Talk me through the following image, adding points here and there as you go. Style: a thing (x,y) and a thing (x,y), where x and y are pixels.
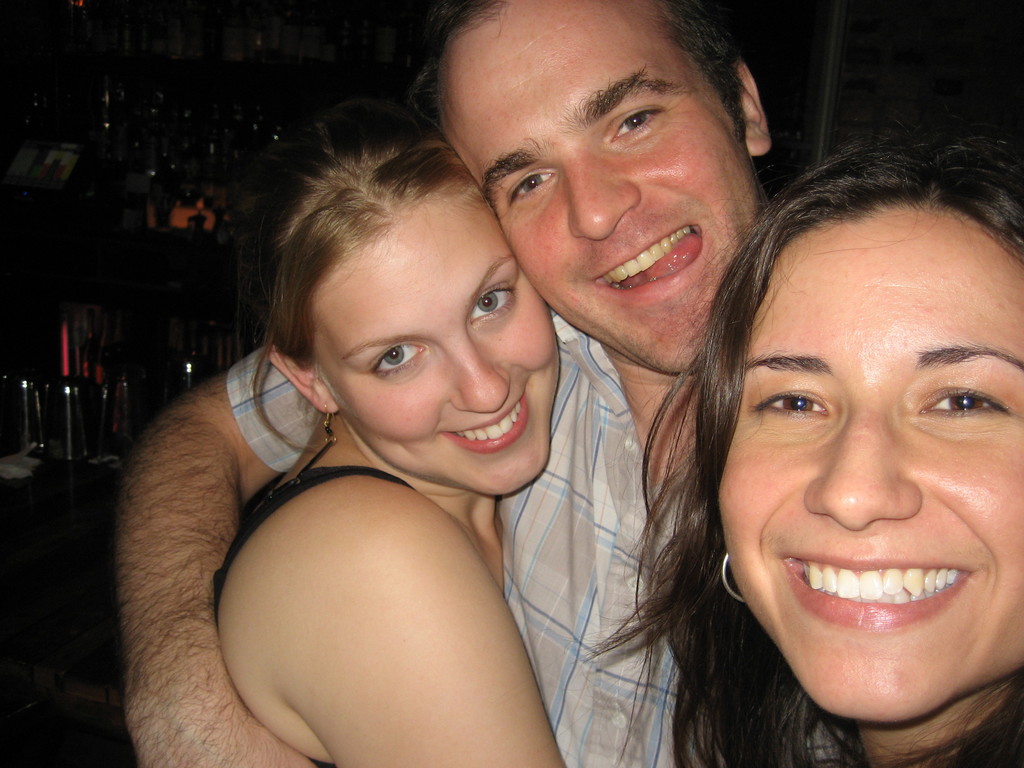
In the middle of the image (419,271) three persons (628,113) are standing and smiling. Background of the image (1,73) is blur.
